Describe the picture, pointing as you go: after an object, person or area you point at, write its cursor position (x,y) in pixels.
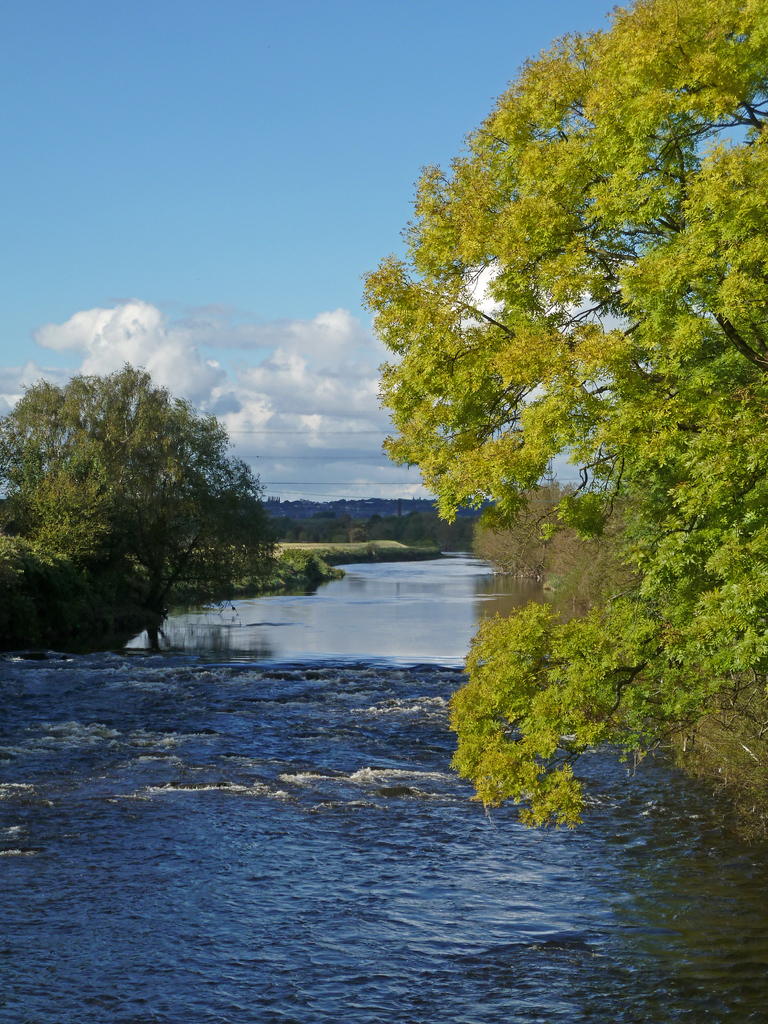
In this picture we can see the river (480,596). On the both side we can see trees (737,532). In the back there is a mountain (366,504). Here we can see sky (303,305) and clouds (267,392).
